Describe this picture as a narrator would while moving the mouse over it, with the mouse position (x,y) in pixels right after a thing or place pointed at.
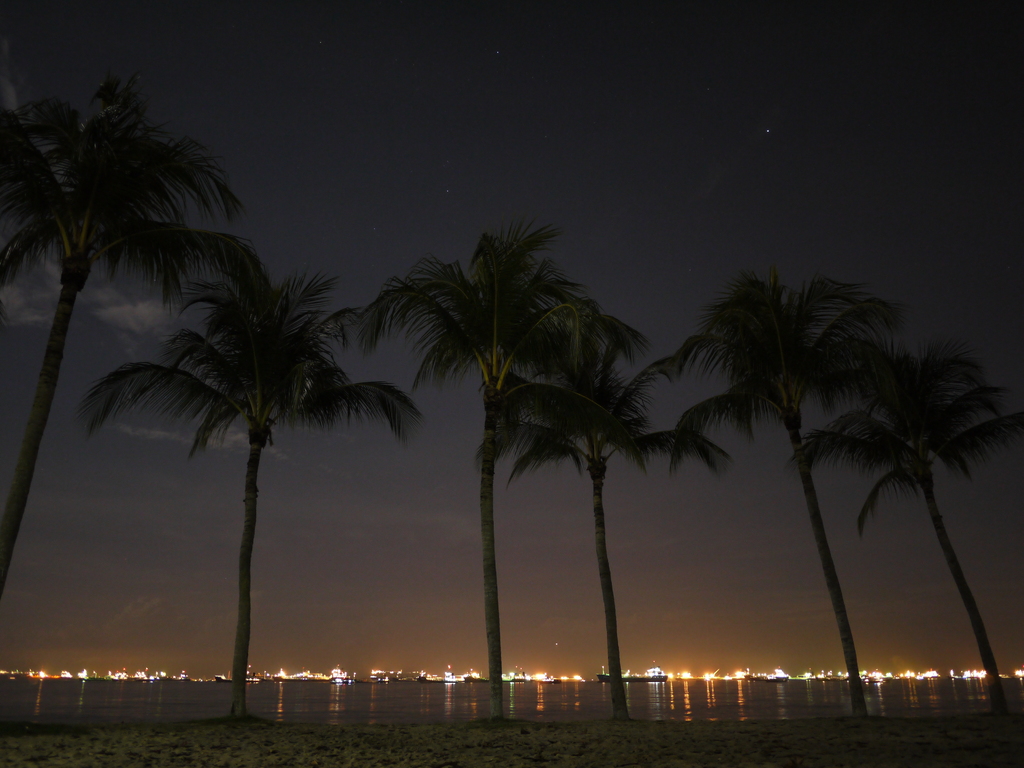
In the center of the image (495,340) there are trees (205,381). There is water (444,691). At the bottom of the image (370,738) there is sand (292,765). In the background of the image (390,674) there are lights (305,674). There is sky (405,573).
